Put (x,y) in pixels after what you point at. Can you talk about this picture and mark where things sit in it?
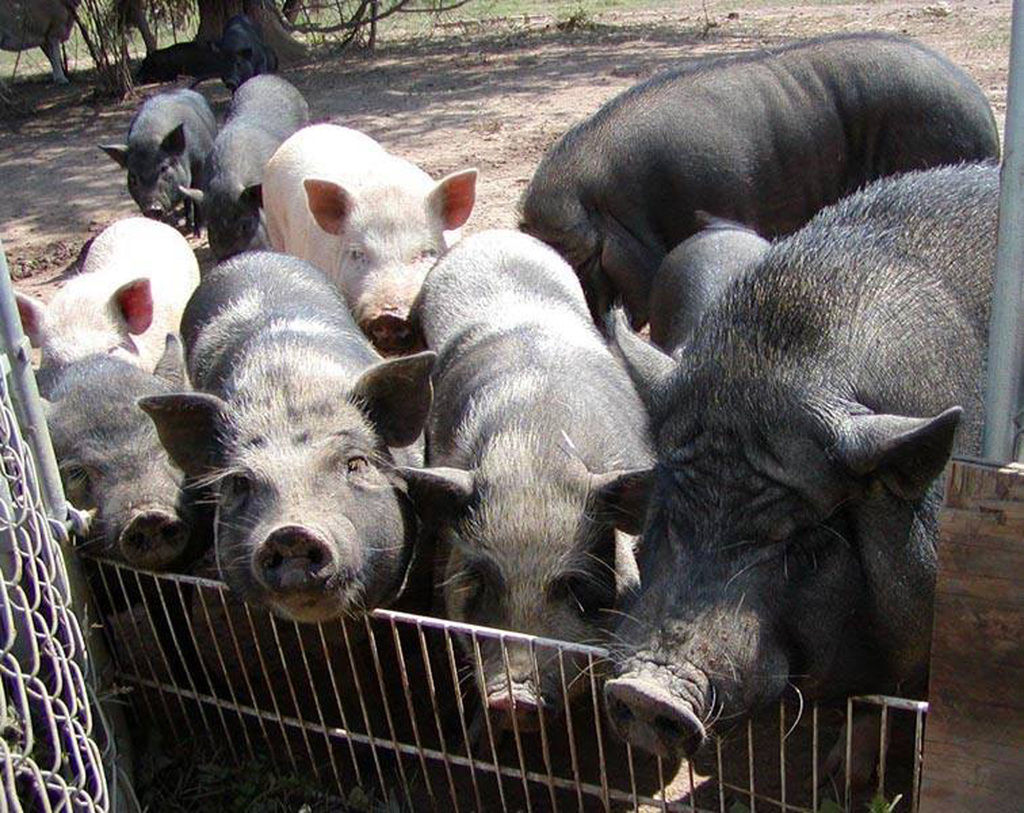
In this image I can see there are pigs (552,402) in black and pink color. At the bottom (390,776) there is an iron fence (36,777).
